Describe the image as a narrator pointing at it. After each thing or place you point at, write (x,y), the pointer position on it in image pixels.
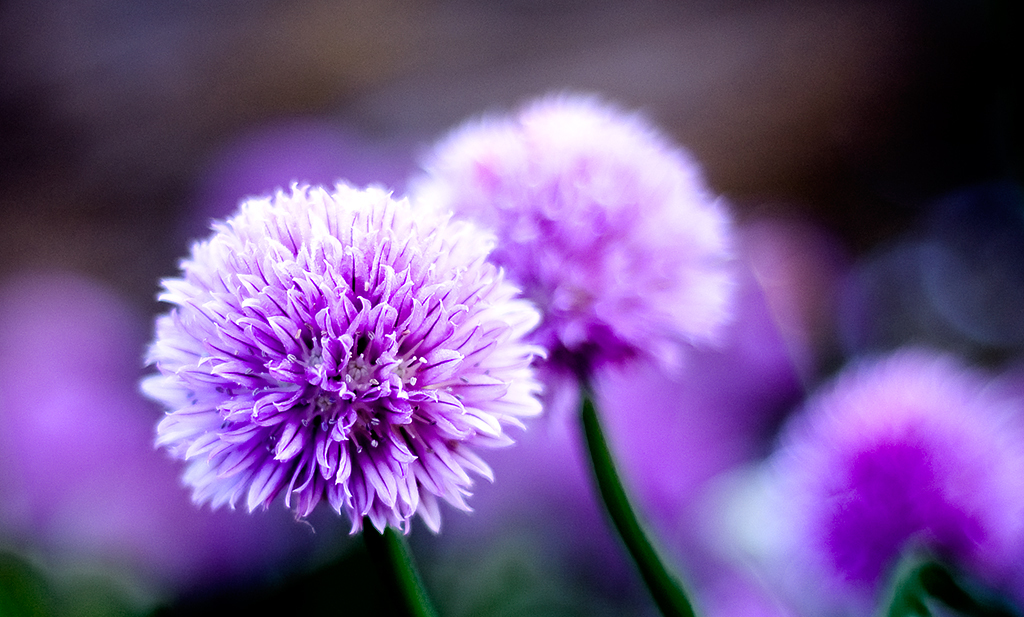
In this picture we can see the flowers (619,278). In the background (132,36), the image is blurred.
